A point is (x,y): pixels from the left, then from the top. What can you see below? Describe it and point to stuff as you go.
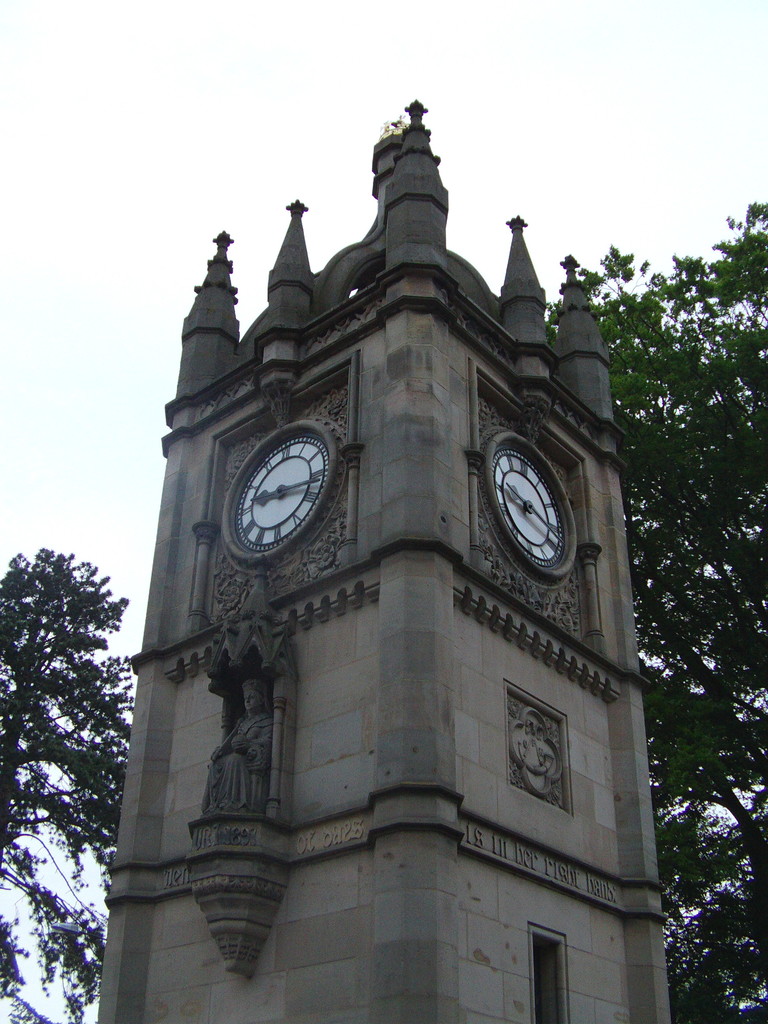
In this image I can see a tower (353,588) and a clock (524,523) attached to the tower (360,594) and I can see the sky (590,168) and tree (694,342).
